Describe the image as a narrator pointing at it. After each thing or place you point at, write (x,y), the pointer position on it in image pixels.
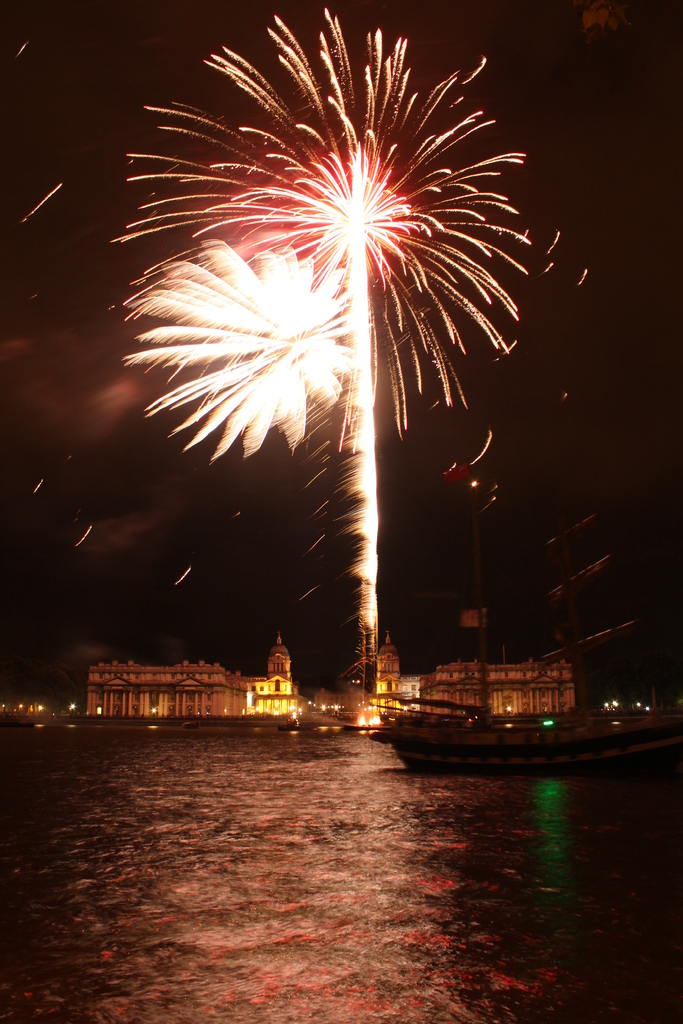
In the picture we can see a night view of the water (174,1003) and in it we can see a boat (372,735) and far away from it we can see two buildings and behind it in the sky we can see some crackers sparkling in the sky (287,517).
